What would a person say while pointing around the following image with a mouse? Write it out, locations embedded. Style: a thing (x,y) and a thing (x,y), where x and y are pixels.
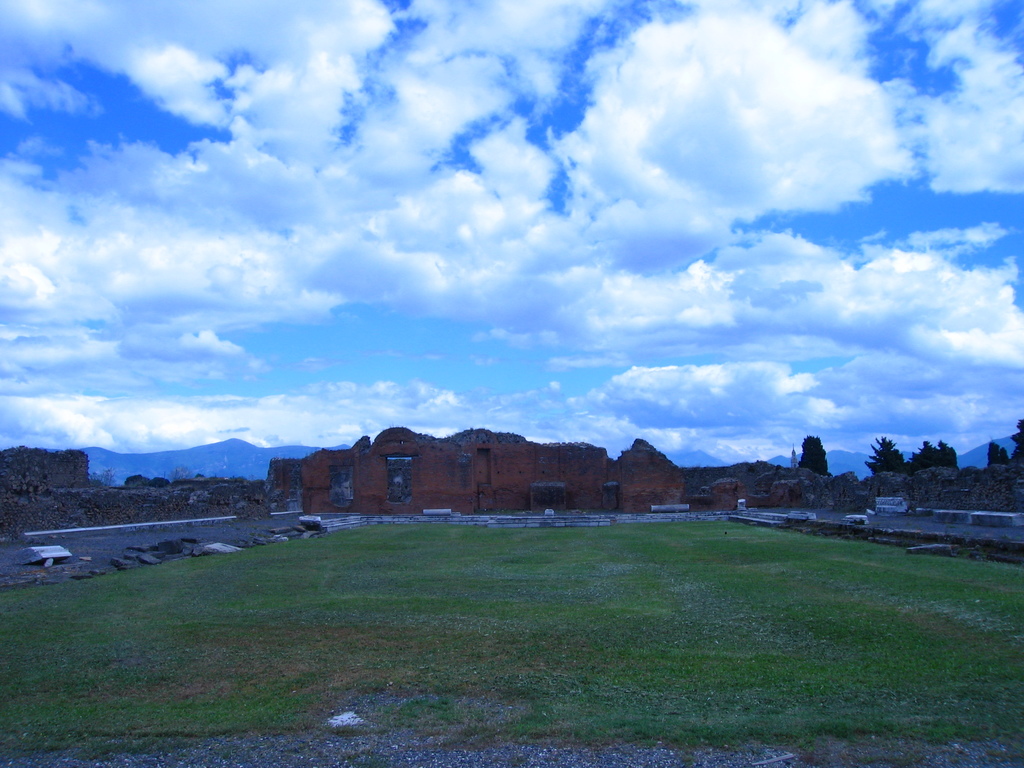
In this picture we can see the clouds (637,187) in the sky (491,187). In the background (647,466) we can see the hills (217,472), brick wall (585,495). In this picture we can see the trees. At the bottom portion of the picture (581,687) we can see the green grass (928,637).
